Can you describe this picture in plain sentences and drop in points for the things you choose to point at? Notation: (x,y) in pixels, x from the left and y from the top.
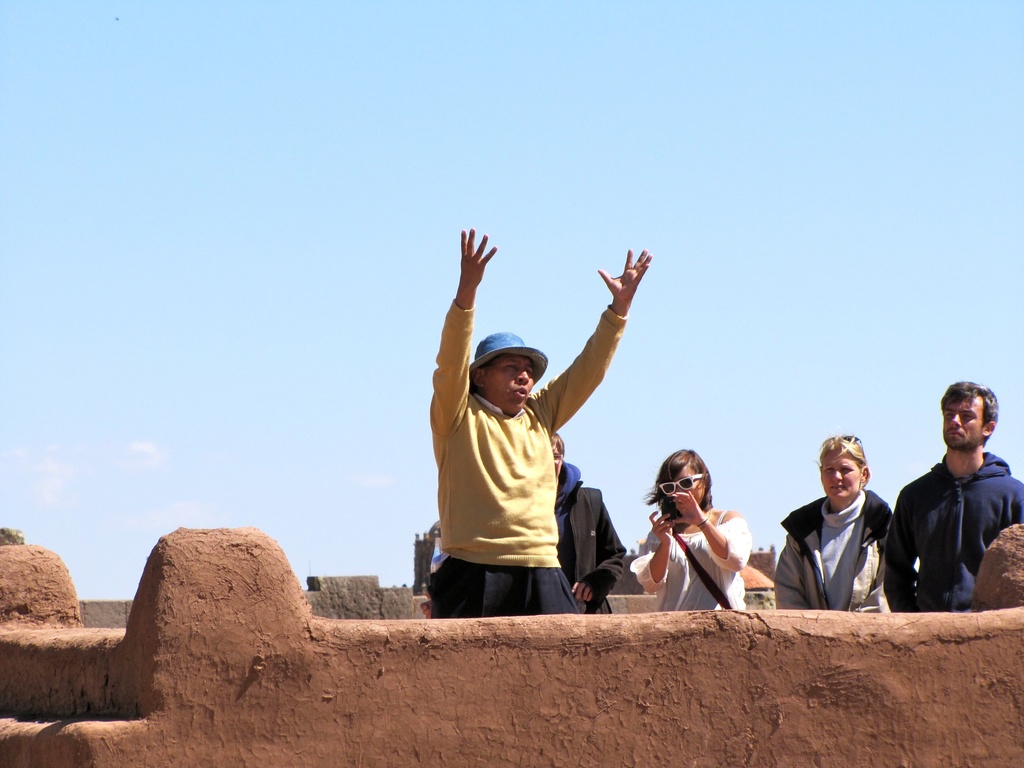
In this image there are few people (851,484) at the top of one of the buildings (960,650) in which one of them holds a mobile phone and the sky (381,319).
